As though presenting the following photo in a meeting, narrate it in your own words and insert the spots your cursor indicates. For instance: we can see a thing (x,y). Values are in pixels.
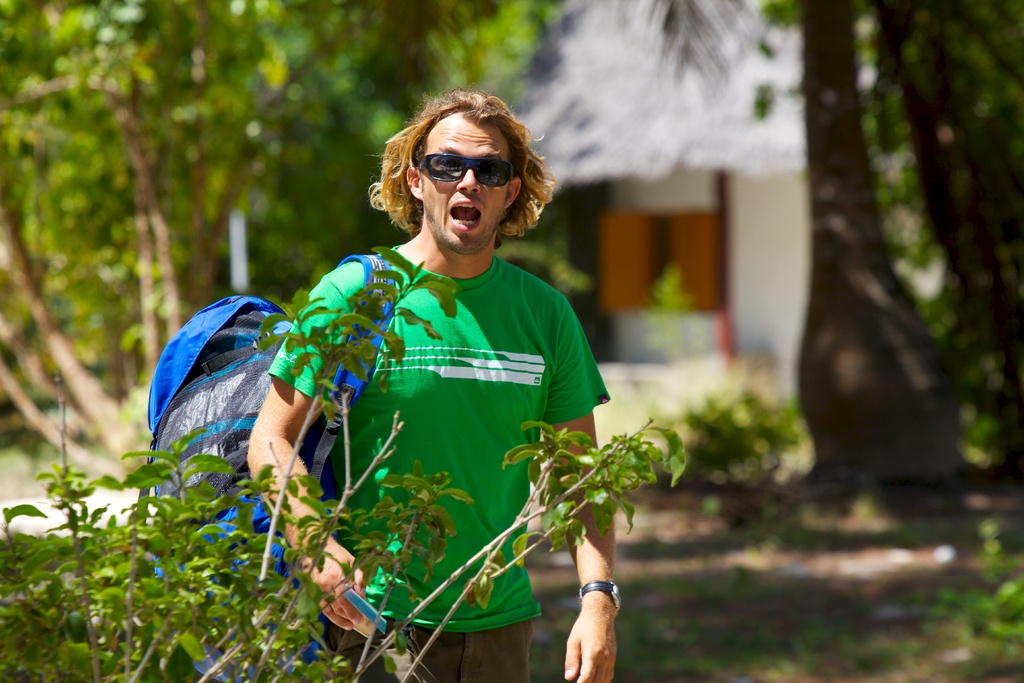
In this image in front (476,406) there is a person (403,432) wearing a bag (180,433). In front of him there is a plant (262,567). In the background of the image (691,206) there are trees (810,107) and a building (637,239).
